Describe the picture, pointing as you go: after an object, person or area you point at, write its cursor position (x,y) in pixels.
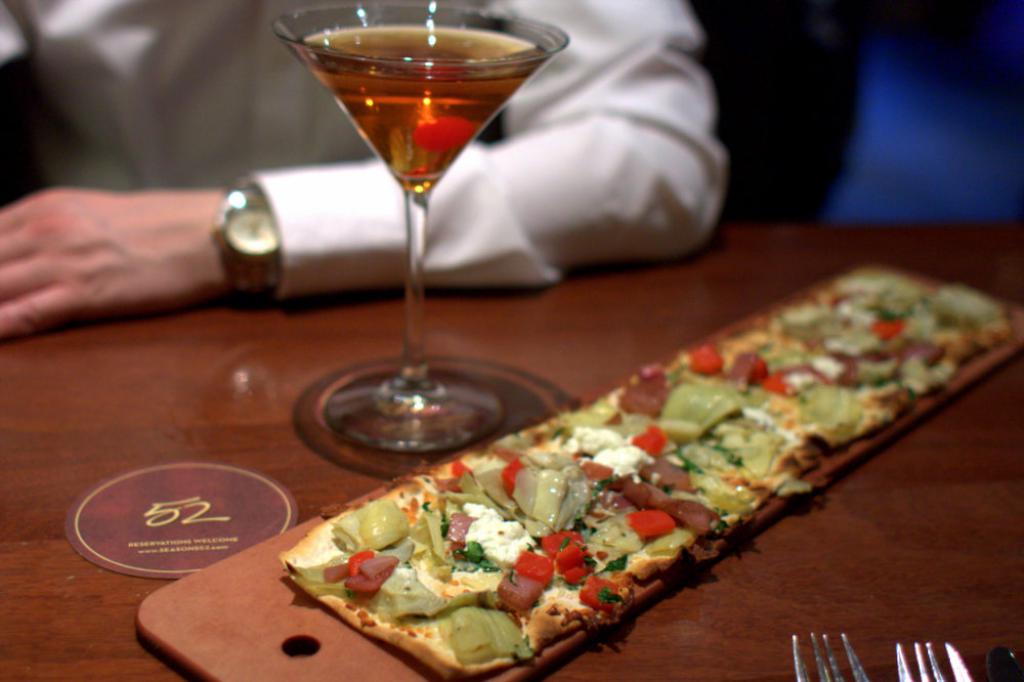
In this image, we can see wooden table (225,406), few items (549,545) are placed on it. In the background (524,227), we can see a human hand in white shirt (345,232) and he wear a watch (248,246).
